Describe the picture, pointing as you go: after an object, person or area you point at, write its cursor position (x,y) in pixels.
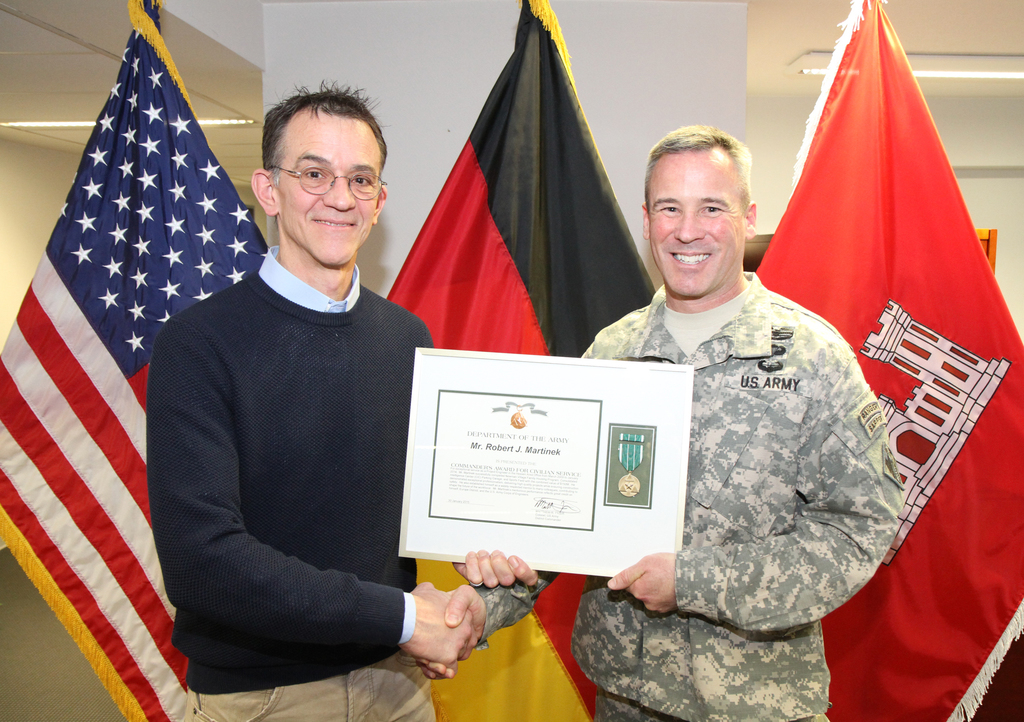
Two men (626,606) are holding a certificate (588,456), these are flags (911,249), this is light (929,66).
